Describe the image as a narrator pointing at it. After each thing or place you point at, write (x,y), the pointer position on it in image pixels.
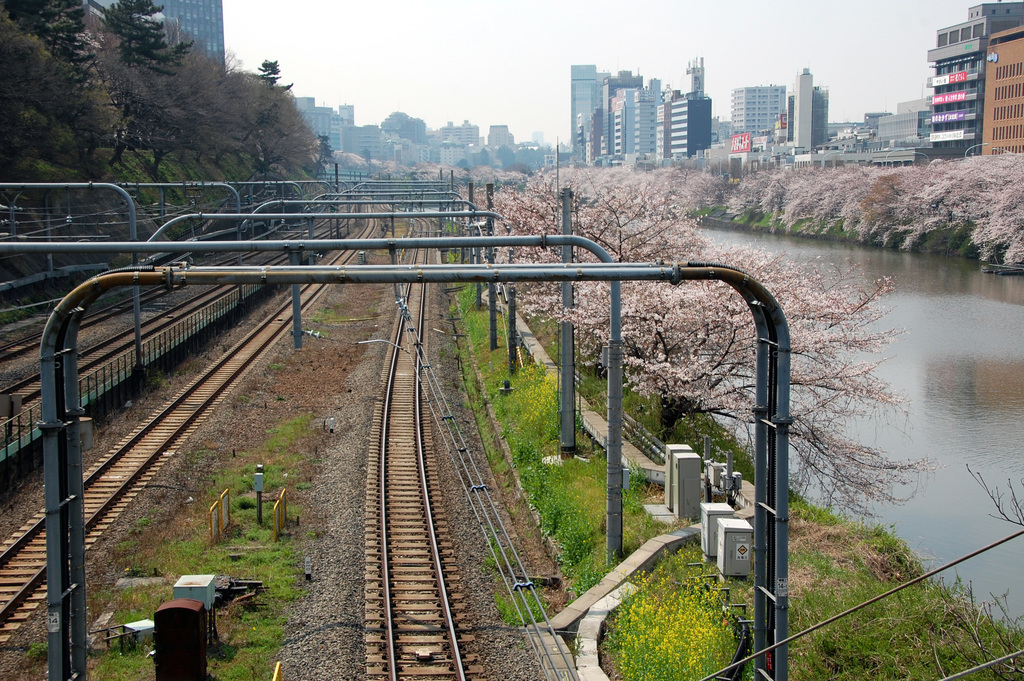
In the image we can see there are railway tracks (128,488) on the ground (638,525) and on both the sides there are trees (505,205). Beside there is water (962,385) and behind there are buildings (465,127).
